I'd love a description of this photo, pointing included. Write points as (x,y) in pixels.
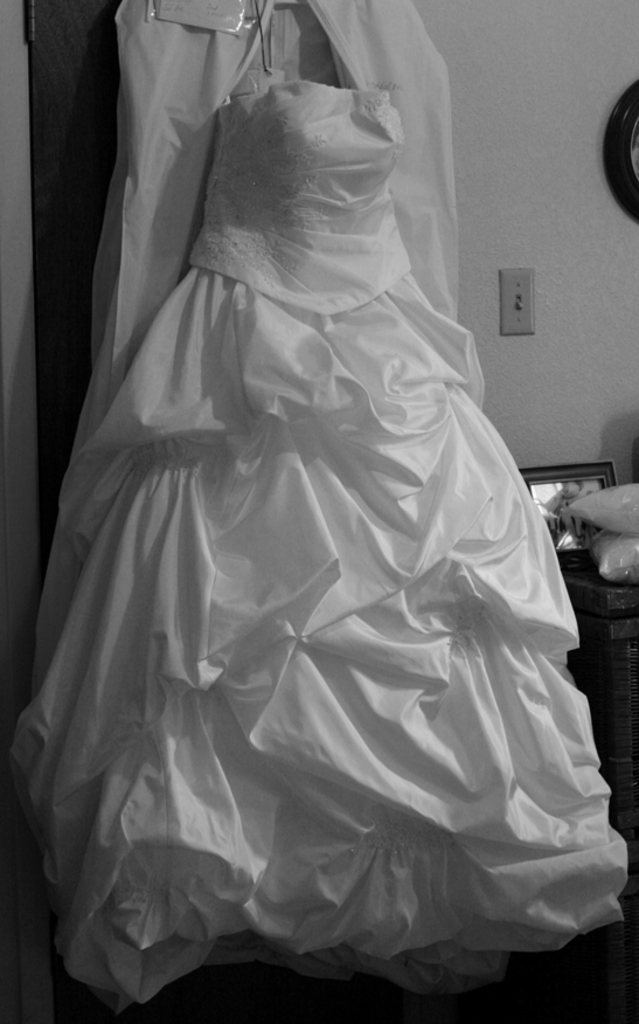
In this image we can see white color dress (307,565) and in the background of the image (501,218) there is wall (567,353), mirror (588,494) and switch socket (528,275).
